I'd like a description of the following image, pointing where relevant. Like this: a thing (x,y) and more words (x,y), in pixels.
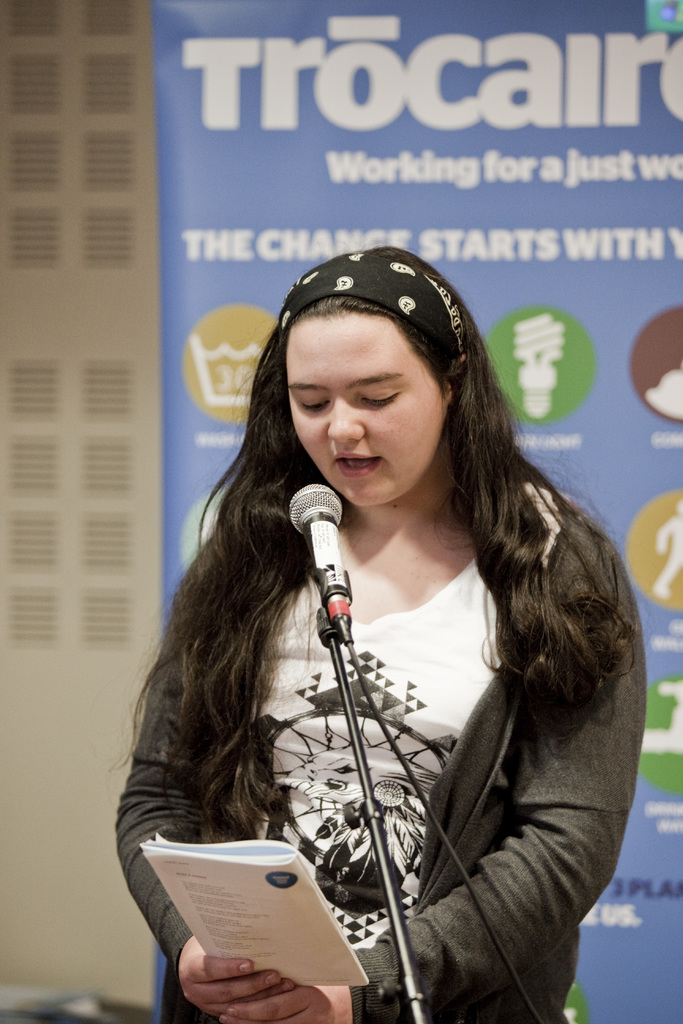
In the image there is a woman (441,622) standing in front of a mic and she is holding a book (229,912) in her hand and reading something, behind the woman (434,555) there is a banner (389,136) with some text (343,91) and images (652,383).
